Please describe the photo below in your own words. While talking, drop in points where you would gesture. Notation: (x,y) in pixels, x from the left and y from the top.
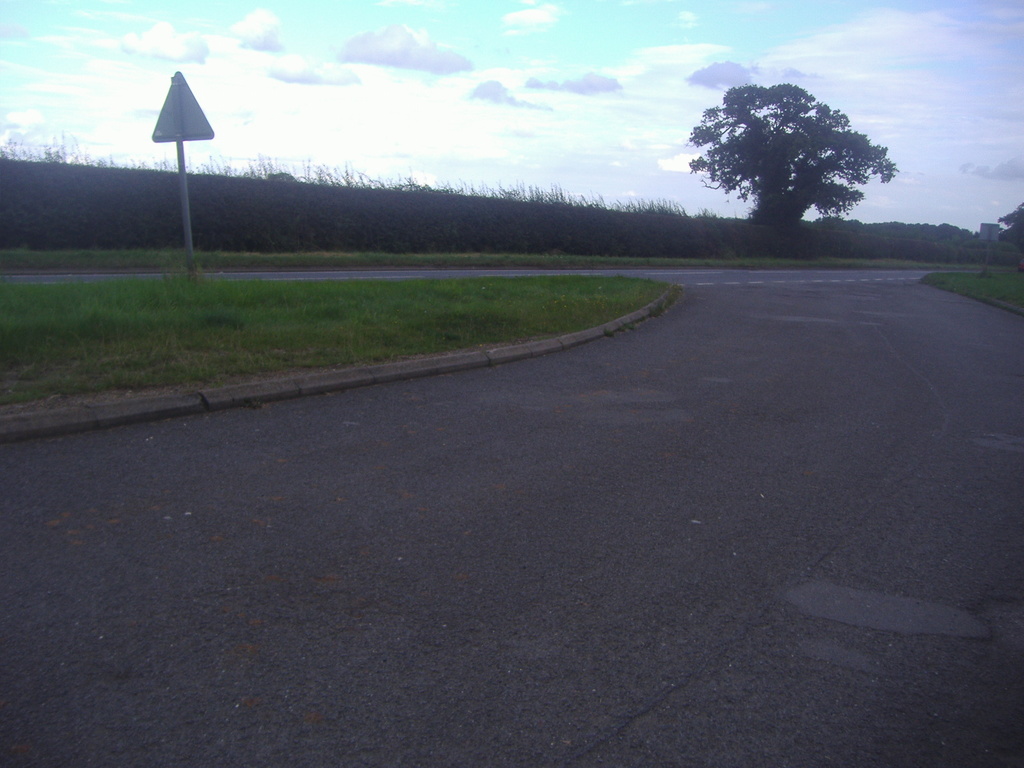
In this image there is a road (482,451) and there is a sign board (192,133) on the surface (429,302) of the grass (325,307). In the background (467,231) there are trees (645,236) and the sky (472,137).
